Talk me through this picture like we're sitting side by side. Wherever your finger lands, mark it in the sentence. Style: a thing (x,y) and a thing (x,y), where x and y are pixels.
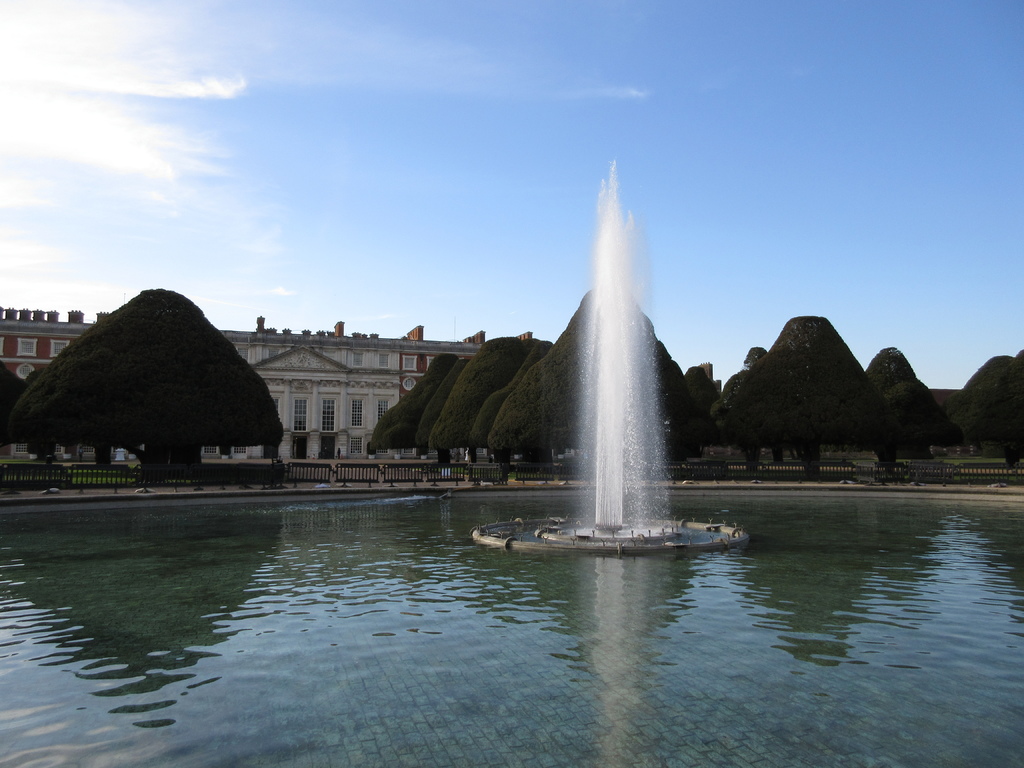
In this image we can see water (382,663) and in the middle of the water (318,588) we can see a fountain (600,482). In the background (95,400) there are trees (397,423), fence (212,478), building (290,399), windows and clouds (102,120) in the sky (413,56).
